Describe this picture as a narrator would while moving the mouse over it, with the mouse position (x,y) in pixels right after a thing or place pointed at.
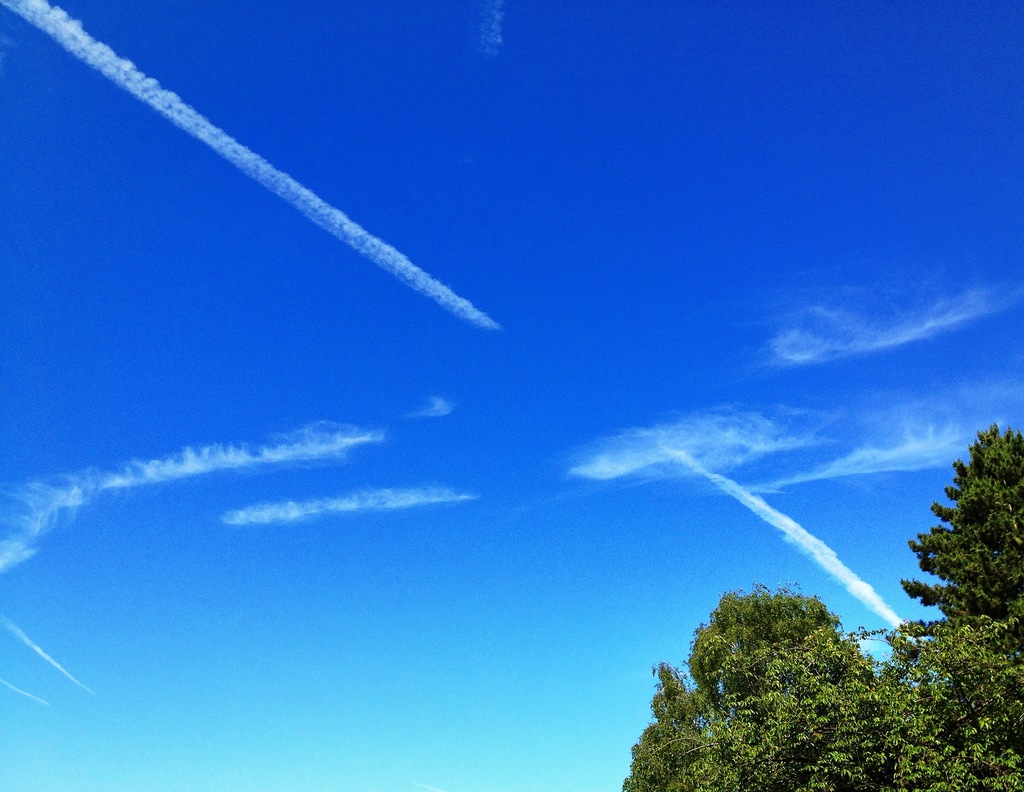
This picture consists of the sky (701,231) and in the bottom right (819,624) I can see tree (936,592).
